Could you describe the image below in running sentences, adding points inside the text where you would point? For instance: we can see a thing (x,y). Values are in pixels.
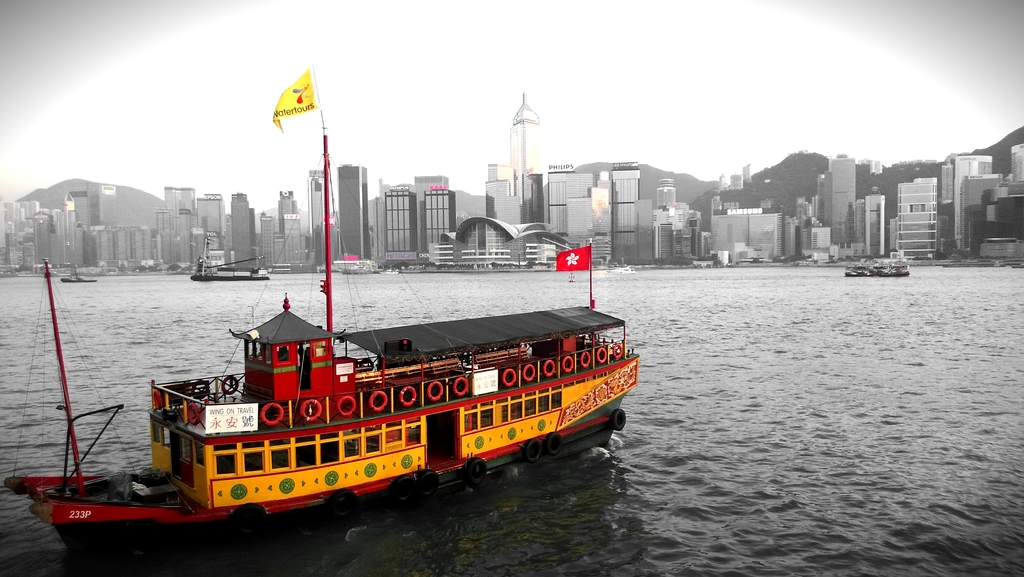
In front of the picture, we see a boat (182,440) in red and yellow color is sailing on the water (529,279). We even see the flagpoles (323,134) and flags (297,98) in yellow and red color. There are ships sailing on the water (388,286). There are trees (790,186), buildings (339,210) and hills (686,190) in the background (626,173). At the top (557,75), we see the sky (542,73).
